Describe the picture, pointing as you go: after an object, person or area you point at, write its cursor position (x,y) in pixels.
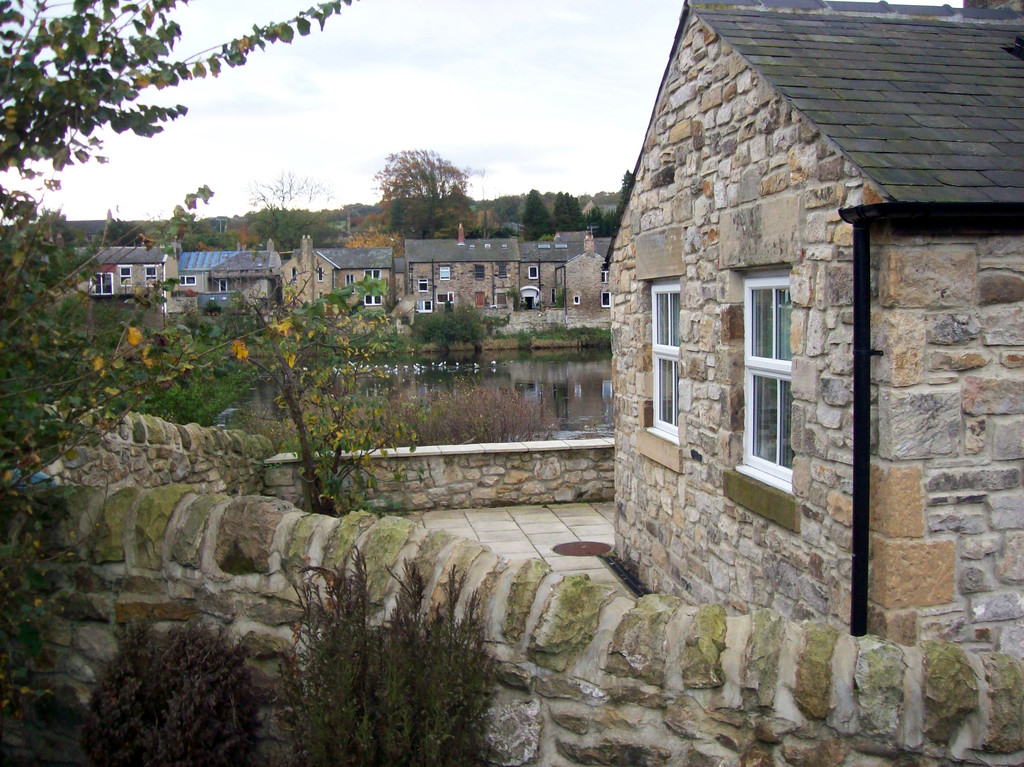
In this image we can see some houses (701,396) with roof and windows (770,482). We can also see some plants (338,496) with flowers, a group of trees (161,356), the water (590,427) and the sky (289,84) which looks cloudy.
